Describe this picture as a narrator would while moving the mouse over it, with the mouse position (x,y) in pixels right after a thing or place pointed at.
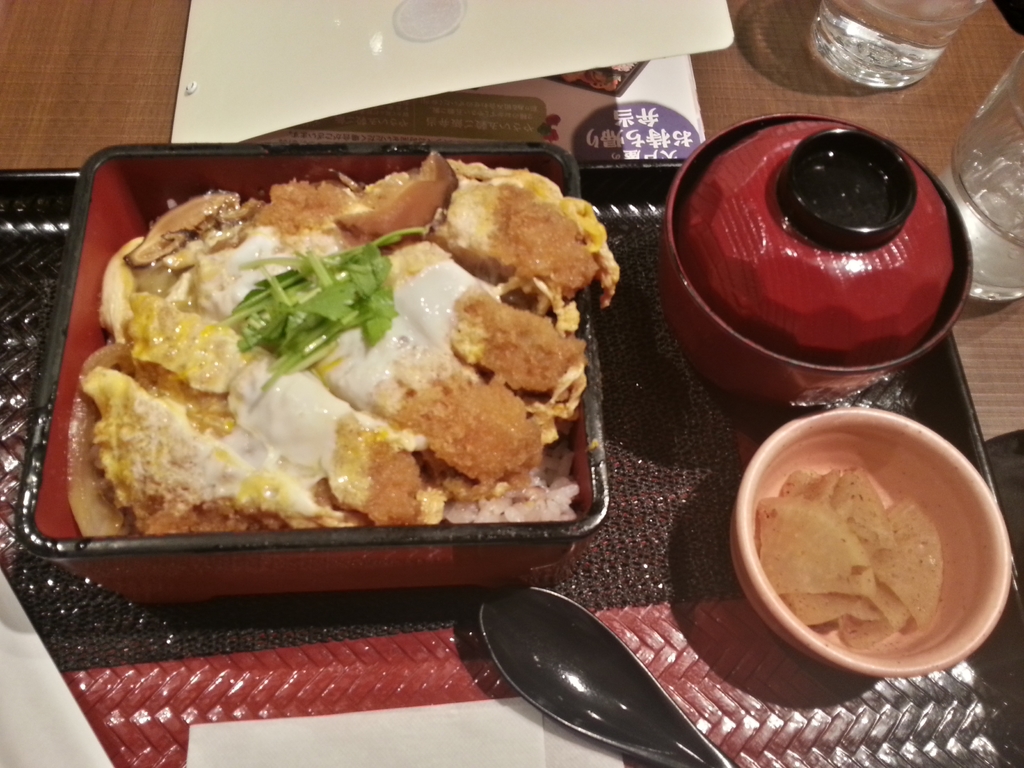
Here in this picture we can see a table (873,127), on which we can see a tray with a couple of bowls (767,285) and a box (582,489), which is full of food items (295,351) and we can also see a spoon (490,601) and beside that we can see glasses (967,191) of water (949,16) present.
